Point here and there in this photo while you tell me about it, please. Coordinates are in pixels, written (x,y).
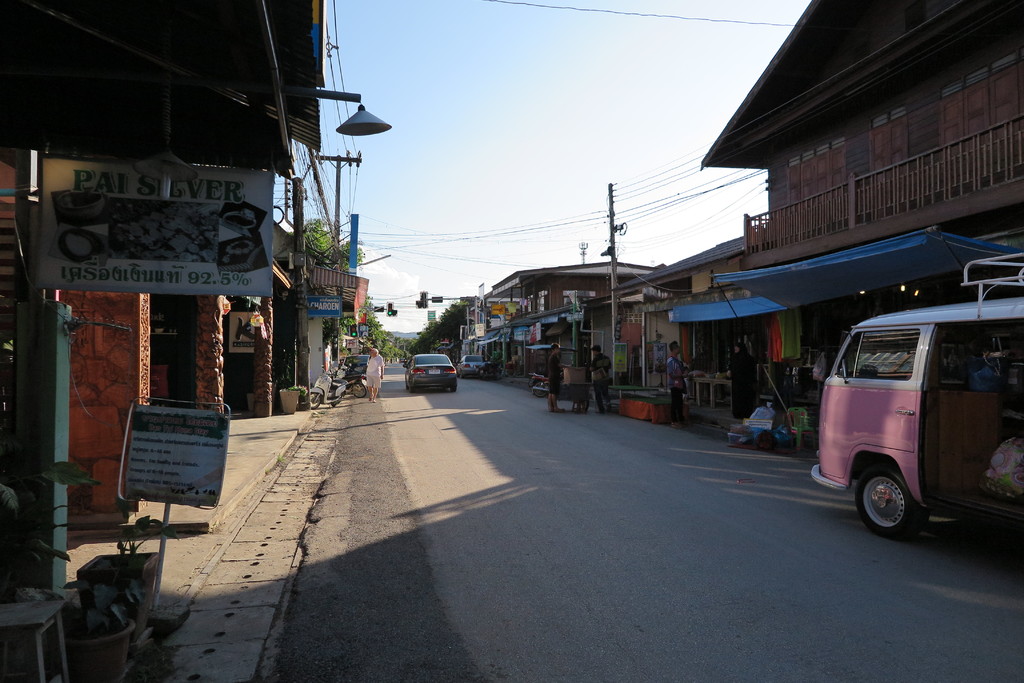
In the picture we can see a road (691,596), on the either sides of the road (585,441) we can see houses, on the path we can see some poles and some van (876,498) is parked near to the path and in the background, we can see some people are walking on the road (434,412) and some pole (295,250) with wires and behind it we can see trees (464,323) and sky (579,189).
